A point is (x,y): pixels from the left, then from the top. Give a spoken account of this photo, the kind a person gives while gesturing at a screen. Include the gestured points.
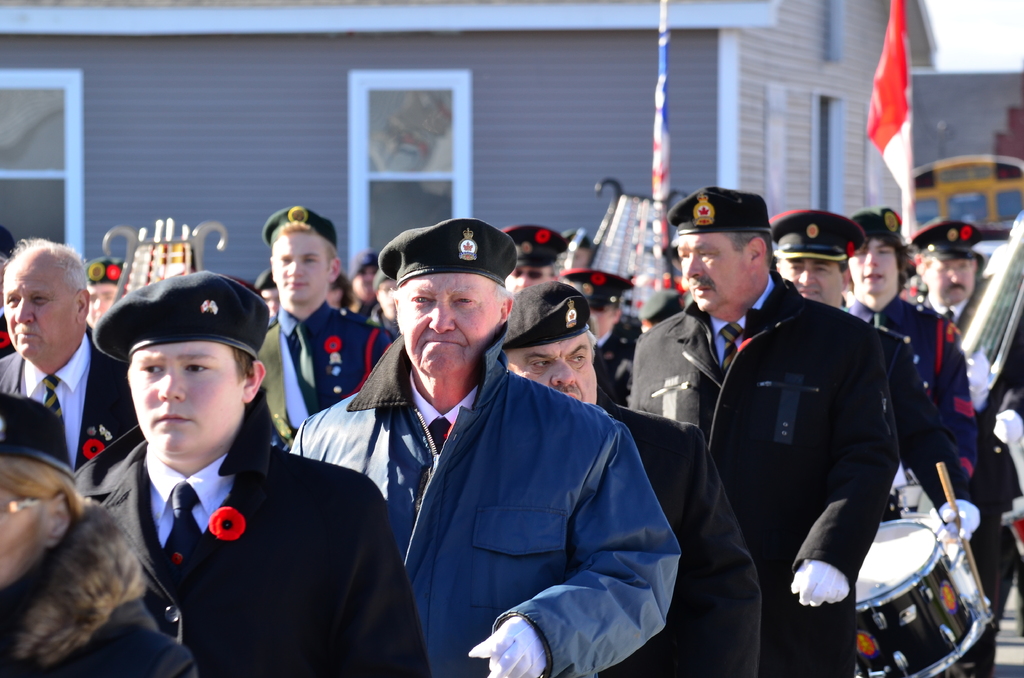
In this image i can see a group of people (470,560) standing at the background (900,158) i can see a flag (908,141), a building (555,128), a window (420,112).
